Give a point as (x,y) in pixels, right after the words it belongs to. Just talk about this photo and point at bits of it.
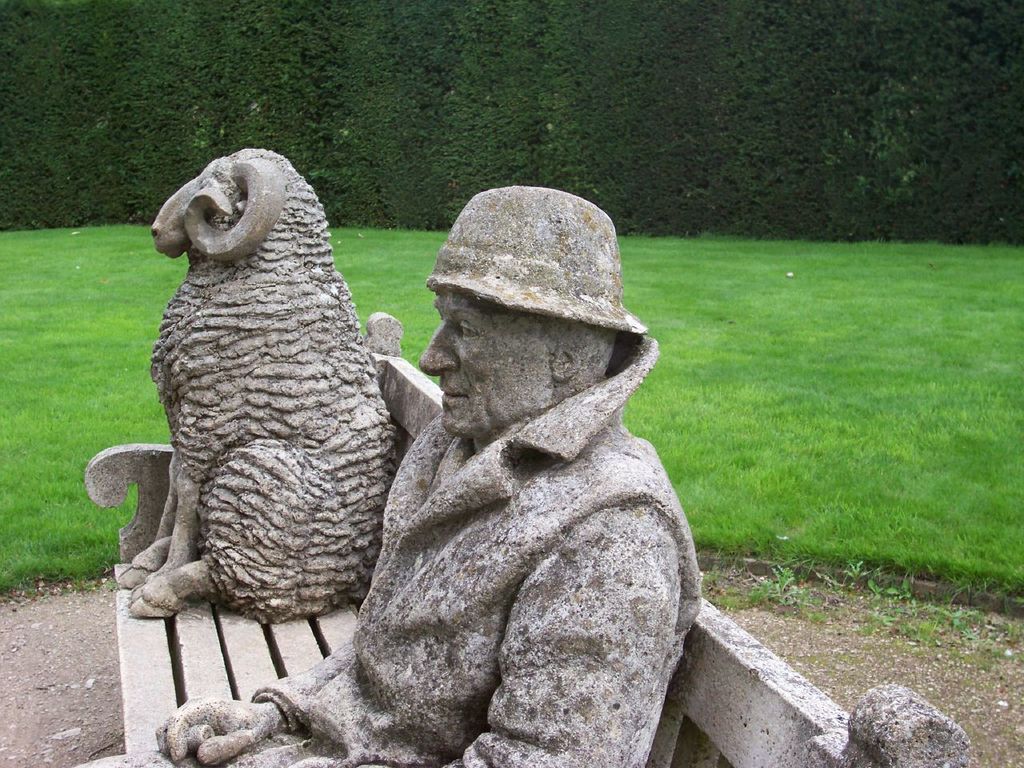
In this image we can see sculptures (512,678) on the bench (734,645). In the background (713,376) there is grass (144,345) and we can see hedge (636,117).
